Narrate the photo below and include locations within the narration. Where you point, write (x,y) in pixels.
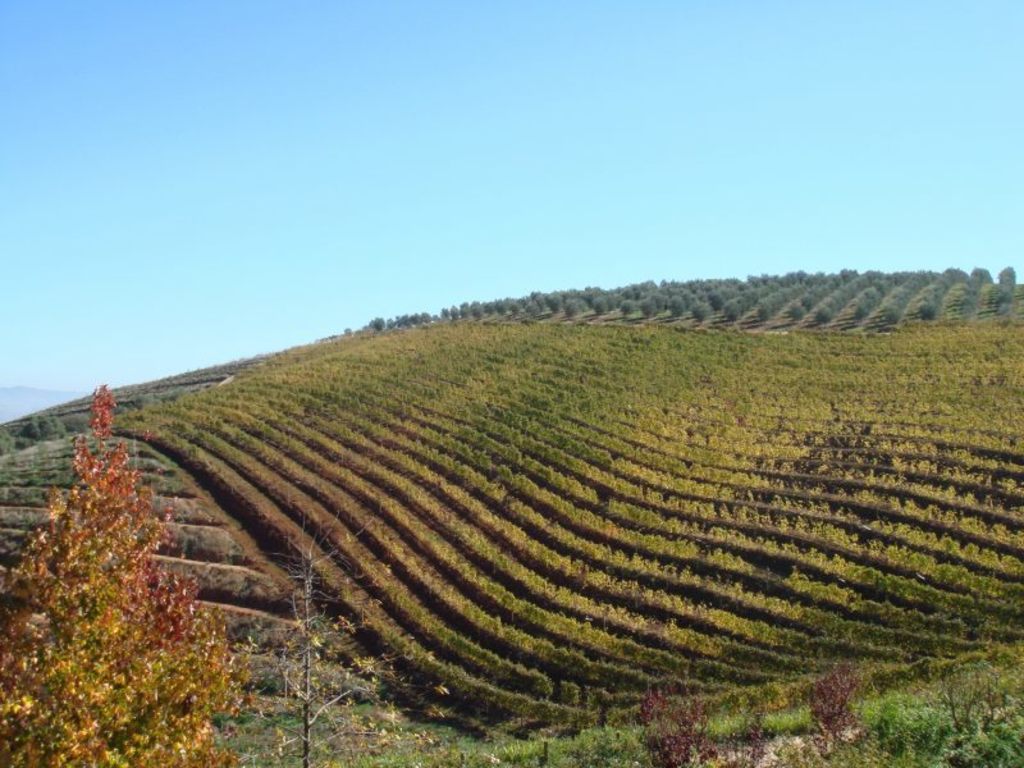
In this image I can see green grass (278,727) and few trees (764,299). In front (141,629) I can see few yellow and brown color leaves (129,614). The sky (274,204) is in blue and white color.
